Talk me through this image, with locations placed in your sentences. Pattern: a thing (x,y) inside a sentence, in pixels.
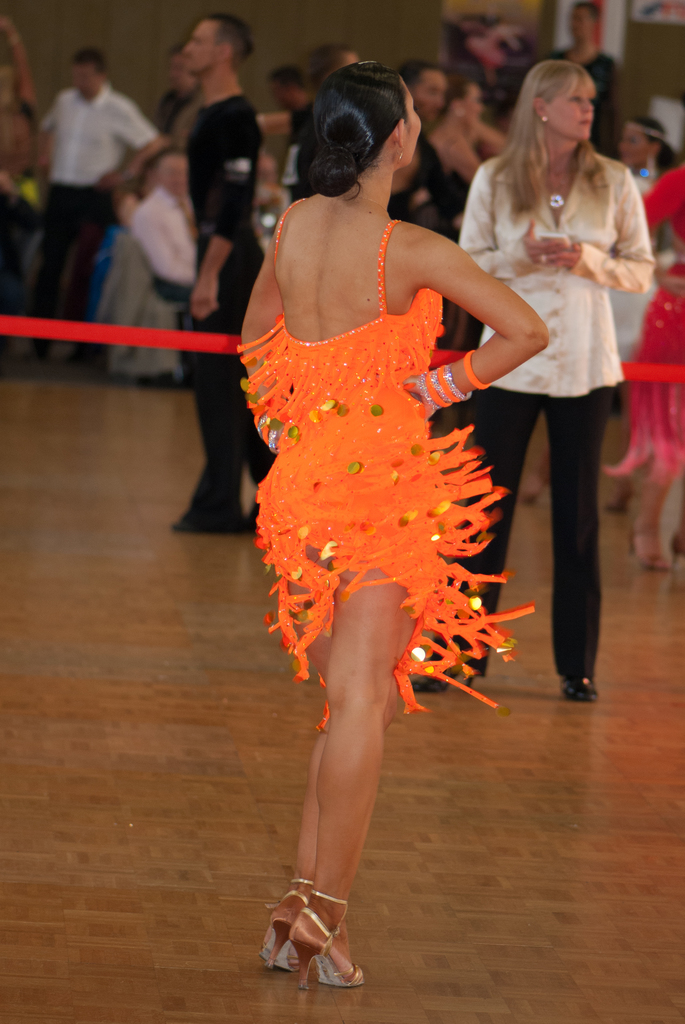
In this picture we can see people (462,110). A man (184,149) is sitting on a chair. We can see two women (594,215) and a woman (401,247) wearing orange dress (420,506) is dancing and there is a red ribbon (646,367) behind to them.
